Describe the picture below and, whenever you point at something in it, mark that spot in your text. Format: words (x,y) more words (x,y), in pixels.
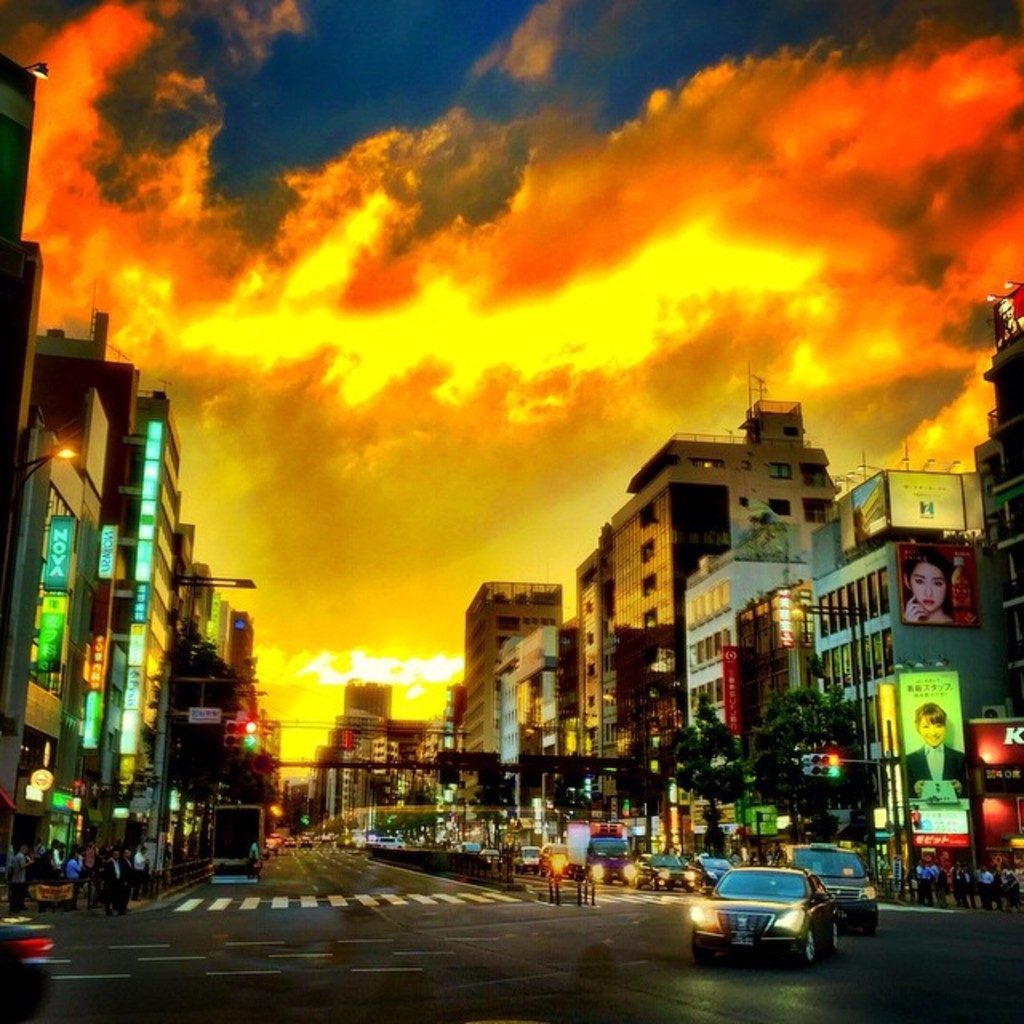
To the bottom of the image (719,923) there is a road (208,899) with few vehicles (242,868) on it. To the right side of the image (931,839) there are many buildings (129,400) with name boards (104,560), windows (176,466) and few items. In front of the building (121,840) there is a footpath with traffic signal pole (157,837) and also there is a railing (164,884). And to the right side of the image (997,823) there is a building (1000,843) with stores (1011,849), name boards (923,809) and also there are many trees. To the top of the image (143,134) there is a sky (713,266) with orange clouds (399,272).
